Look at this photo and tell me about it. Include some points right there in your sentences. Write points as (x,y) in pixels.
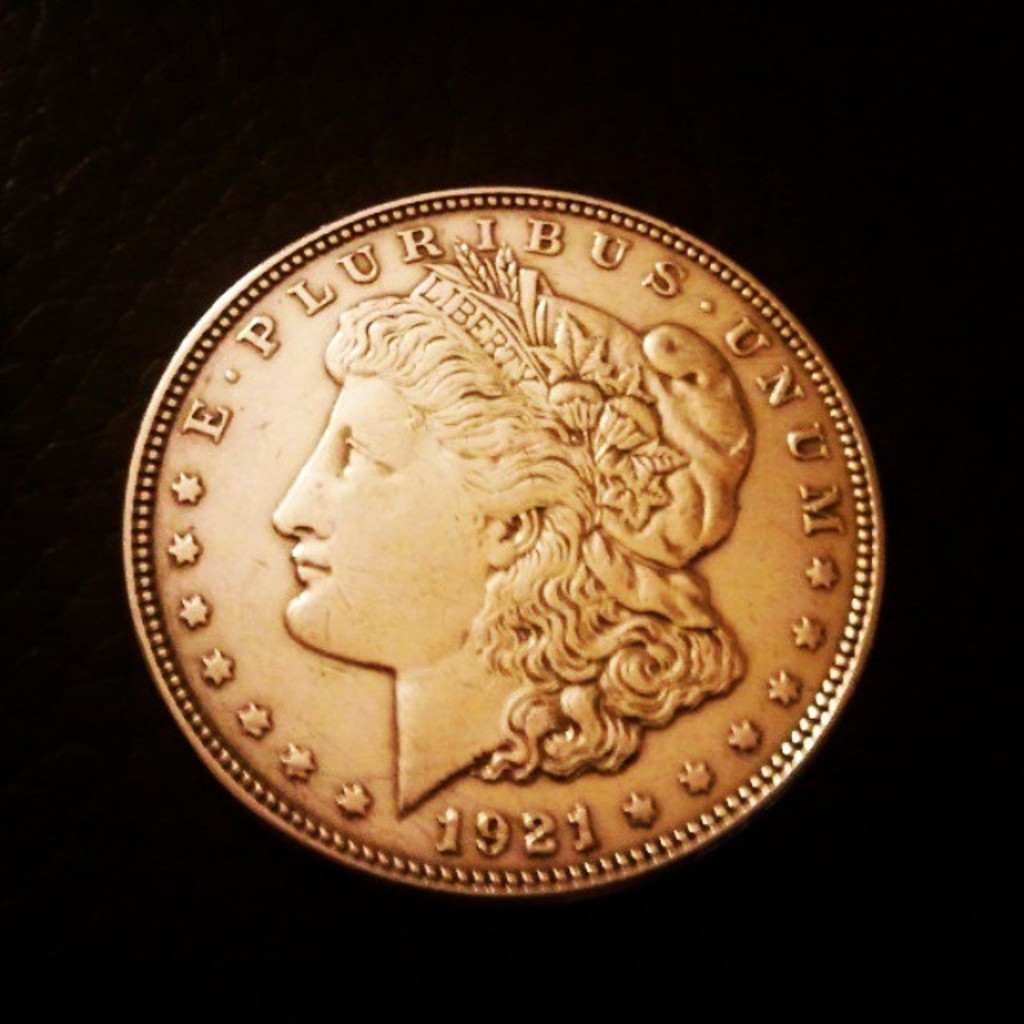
In this image I can see a coin (461,642). And there is a black background (243,810).
